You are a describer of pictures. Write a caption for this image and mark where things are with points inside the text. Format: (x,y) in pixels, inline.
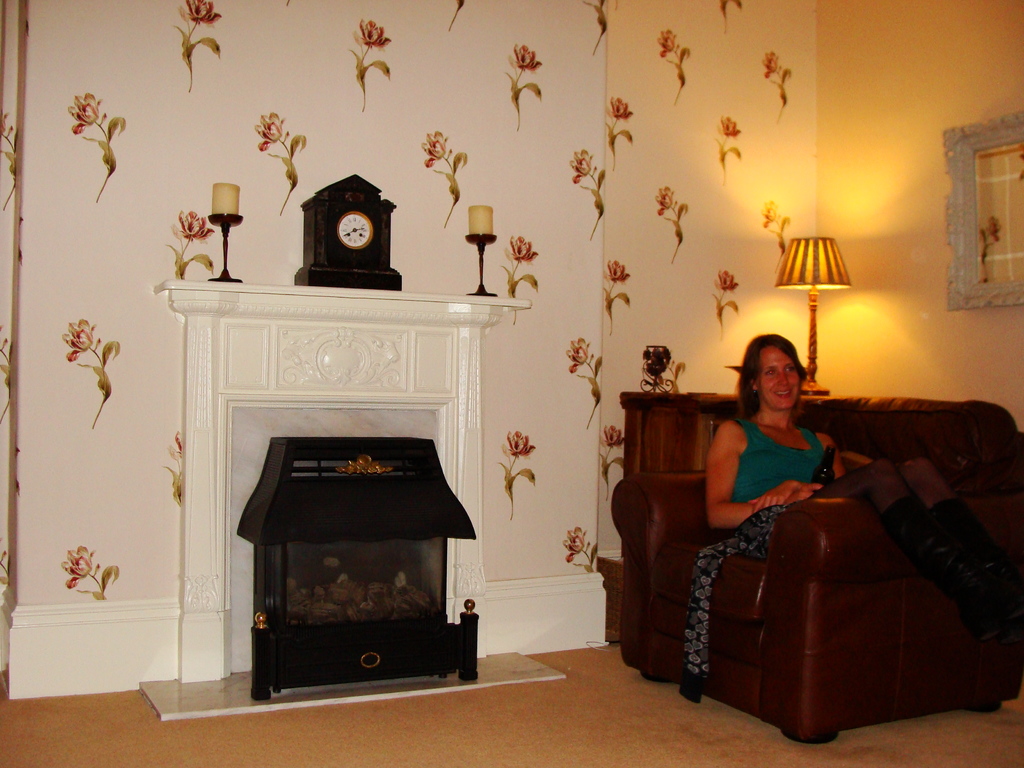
In this image I can see a woman (766,490) is sitting on the chair (783,571). Here I can see a fireplace (322,430), a clock (332,257), candles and some object (1001,238) attached to the wall (804,180).
